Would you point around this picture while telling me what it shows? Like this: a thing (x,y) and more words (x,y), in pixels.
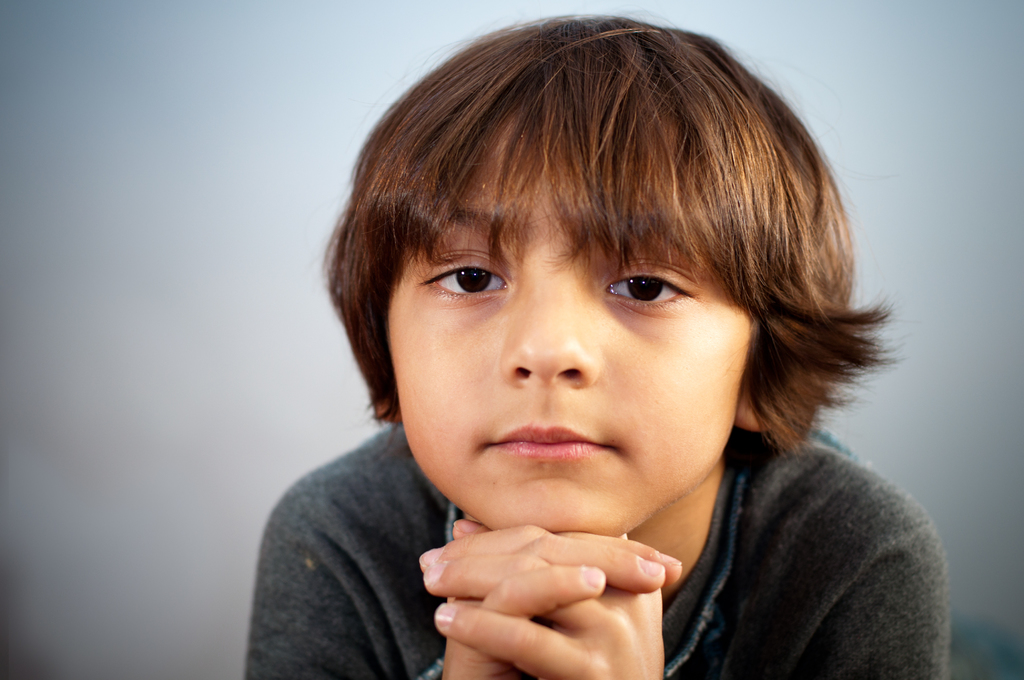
In this image I can see a person (584,429) is wearing black color dress (828,543). Background (241,198) is in white color.
